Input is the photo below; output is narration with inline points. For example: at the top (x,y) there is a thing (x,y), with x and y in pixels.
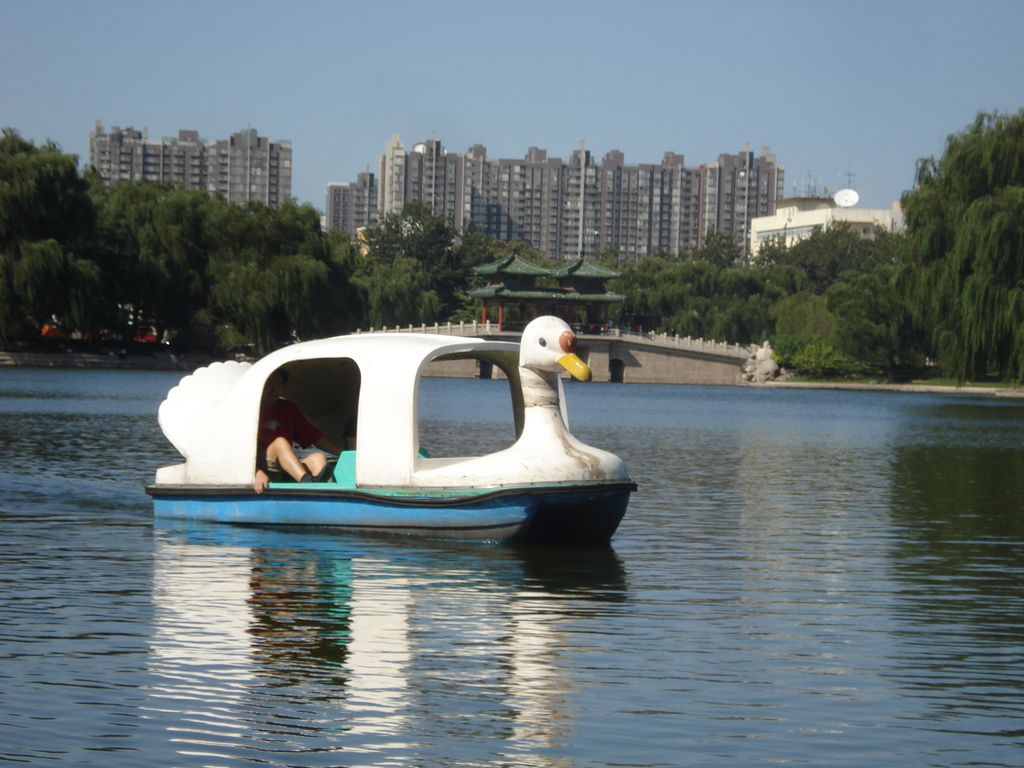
In the picture I can see trees (824,326), buildings (583,241), a person (291,476) in a boat (421,476) and the boat (495,455) is on the water (505,549). In the background (493,113) I can see the sky (533,93).
